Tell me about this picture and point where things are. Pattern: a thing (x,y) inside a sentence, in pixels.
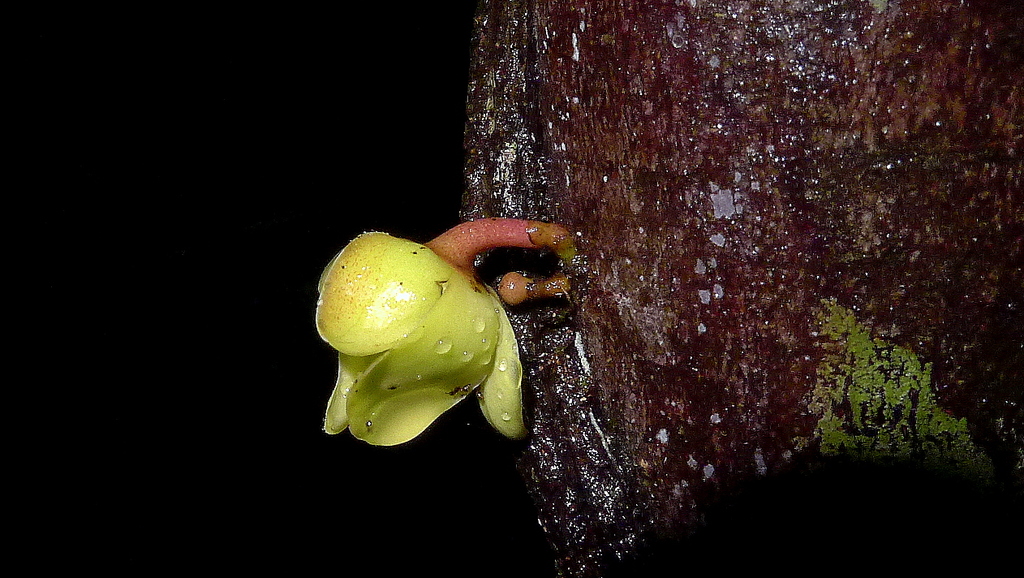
In the center of the picture (426,272) there is a flower (473,269). On the right (875,200) there is bark (702,109) of a tree (632,273). On the left (237,245) it is dark.
